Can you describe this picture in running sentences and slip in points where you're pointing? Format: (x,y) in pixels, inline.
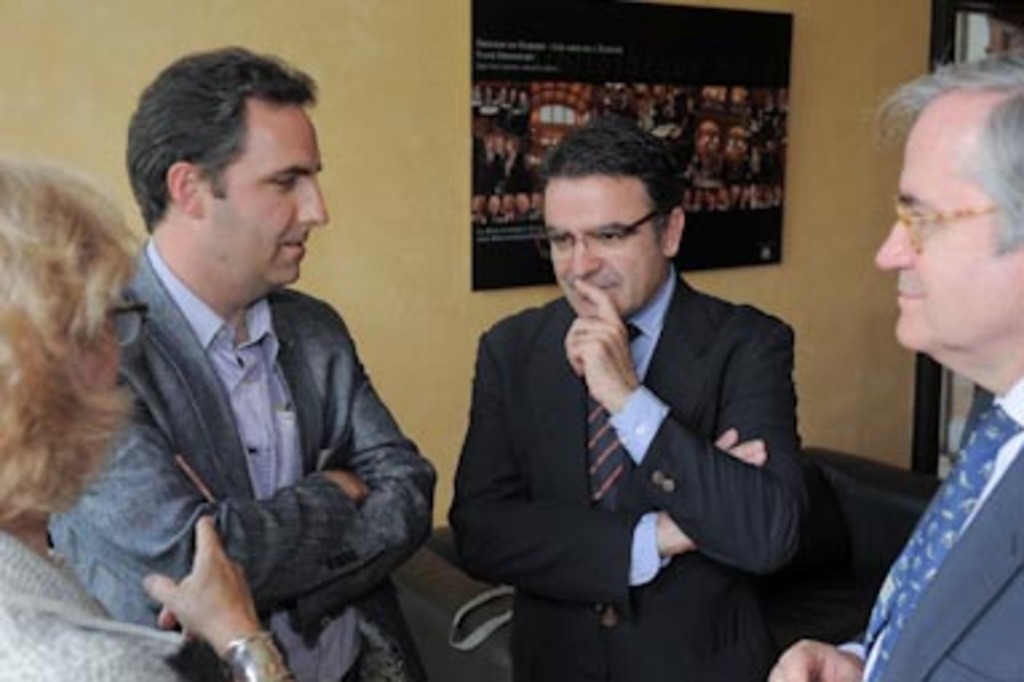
In this image I can see the group of people (526,524) with different color dresses (542,483). I can see three people (604,238) with the specs (639,223). To the side I can see the couch (810,527). In the background (405,100) I can see the board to the wall (341,93).
